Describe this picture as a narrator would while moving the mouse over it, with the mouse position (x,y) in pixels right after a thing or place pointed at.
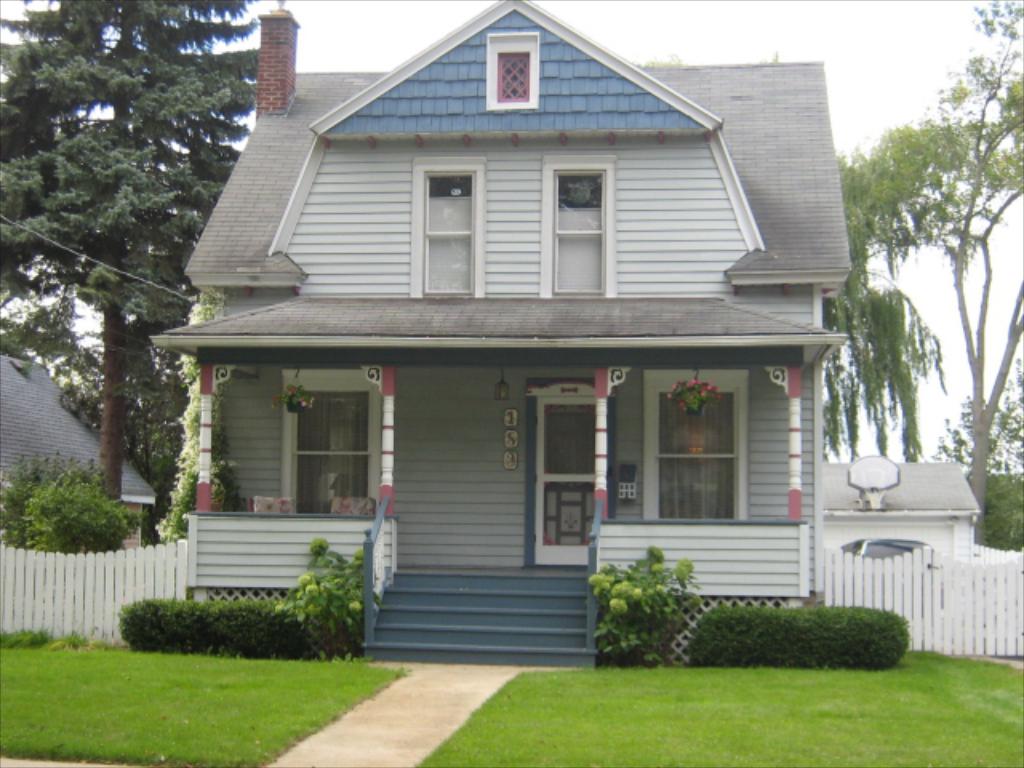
In the picture we can see a house (409,626) with a door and windows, and besides, we can see railing (55,607) and in front of the house (807,313) we can see a pathway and on either side, we can see grass surface (485,715) and some plants (78,496) and besides the house (427,514) we can see trees (15,73) and in the background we can see a sky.
